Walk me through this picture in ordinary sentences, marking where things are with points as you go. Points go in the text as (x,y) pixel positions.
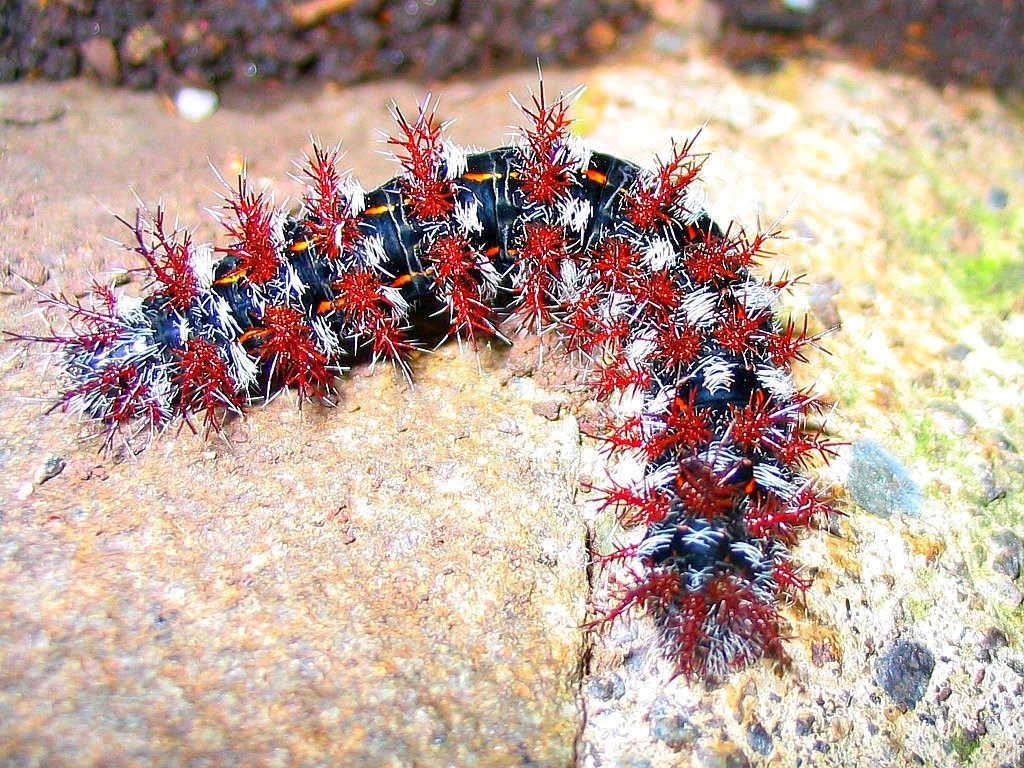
In this picture, it seems like a caterpillar (520,267) in the foreground (442,244).
